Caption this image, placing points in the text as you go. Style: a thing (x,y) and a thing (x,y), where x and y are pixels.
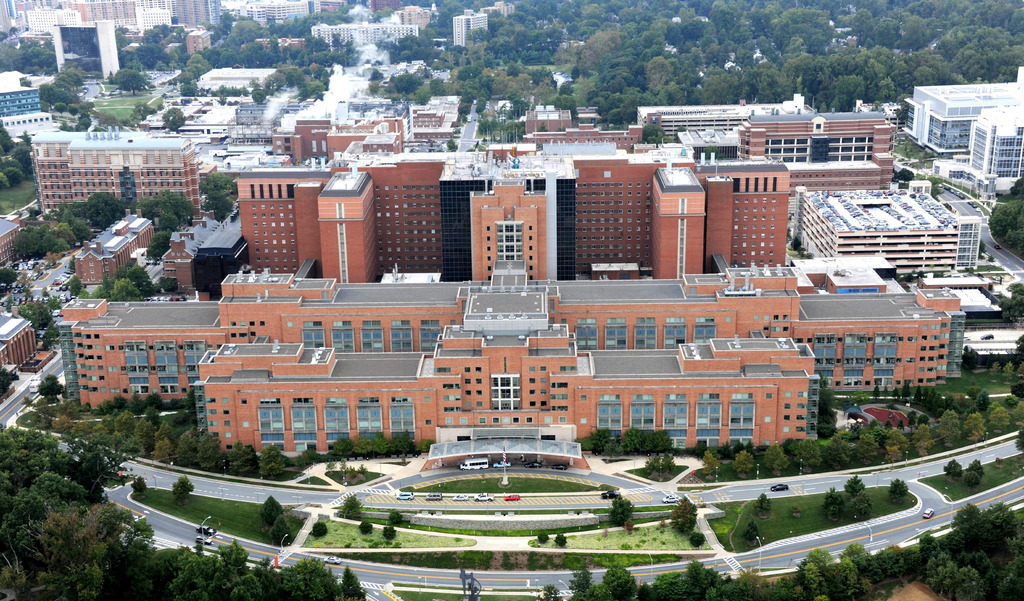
In this image in the center (473,262) there are some buildings (450,253) and houses (389,250), and at the bottom (906,513) there is road (229,543), vehicles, poles (201,524), plants (59,536), grass (222,510) and trees (122,456). And in the background (289,59) there are buildings (231,79) and trees (664,63).
